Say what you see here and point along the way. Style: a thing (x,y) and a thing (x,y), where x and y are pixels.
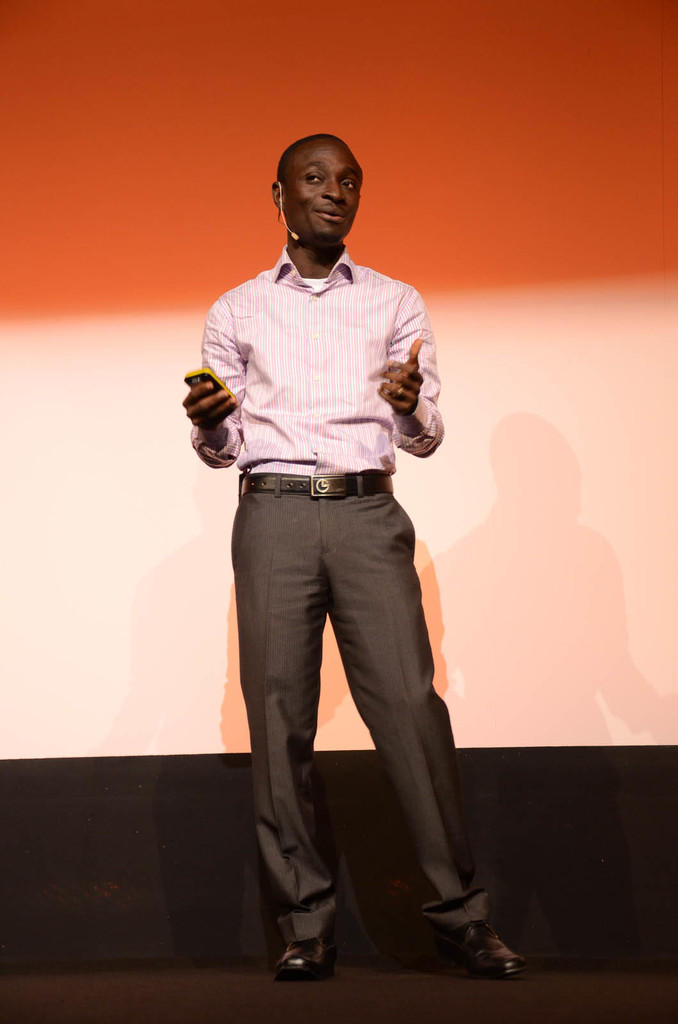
In the image we can see there is a man (365,641) standing and he is holding mobile phone (194,375) in his hand (194,388). He is wearing formal dress (390,429) and there is mouth mic (289,226) on his ear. Behind there is a wall (270,263).
